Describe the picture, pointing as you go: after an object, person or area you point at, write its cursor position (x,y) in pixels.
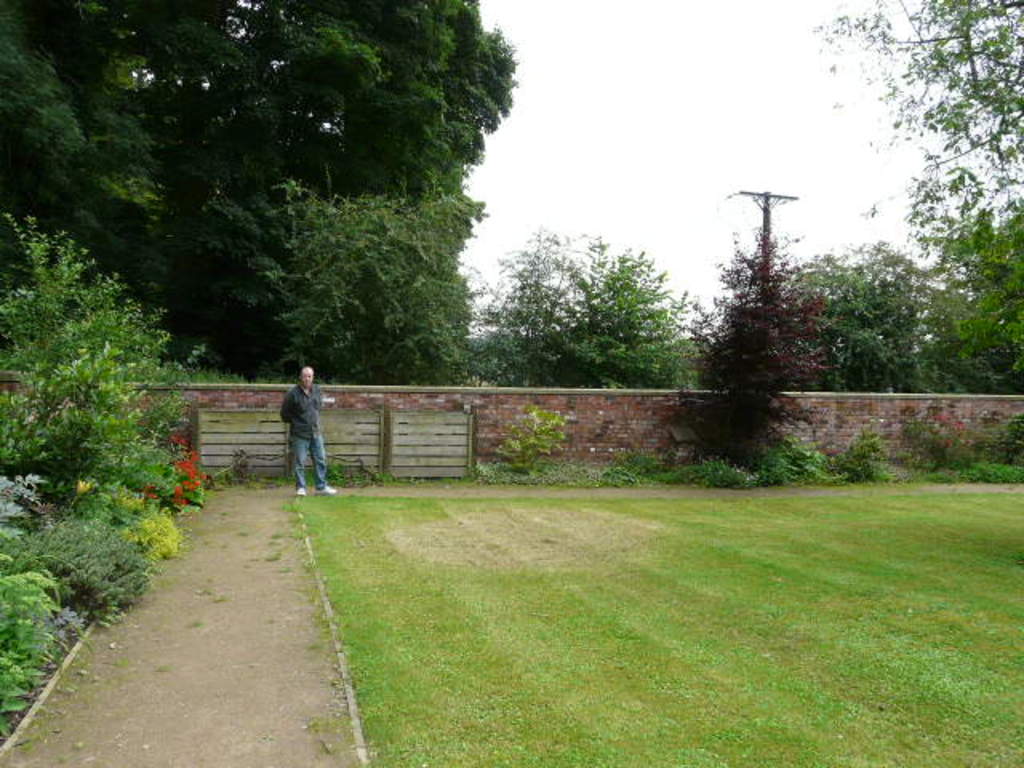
In this image, we can see some trees (554,266) and plants (89,548). There is a person (313,411) wearing clothes (315,434) and standing in front of the wall (451,395). There is a grass (800,534) on the ground (482,688). There is a sky (563,47) at the top of the image (573,44).
